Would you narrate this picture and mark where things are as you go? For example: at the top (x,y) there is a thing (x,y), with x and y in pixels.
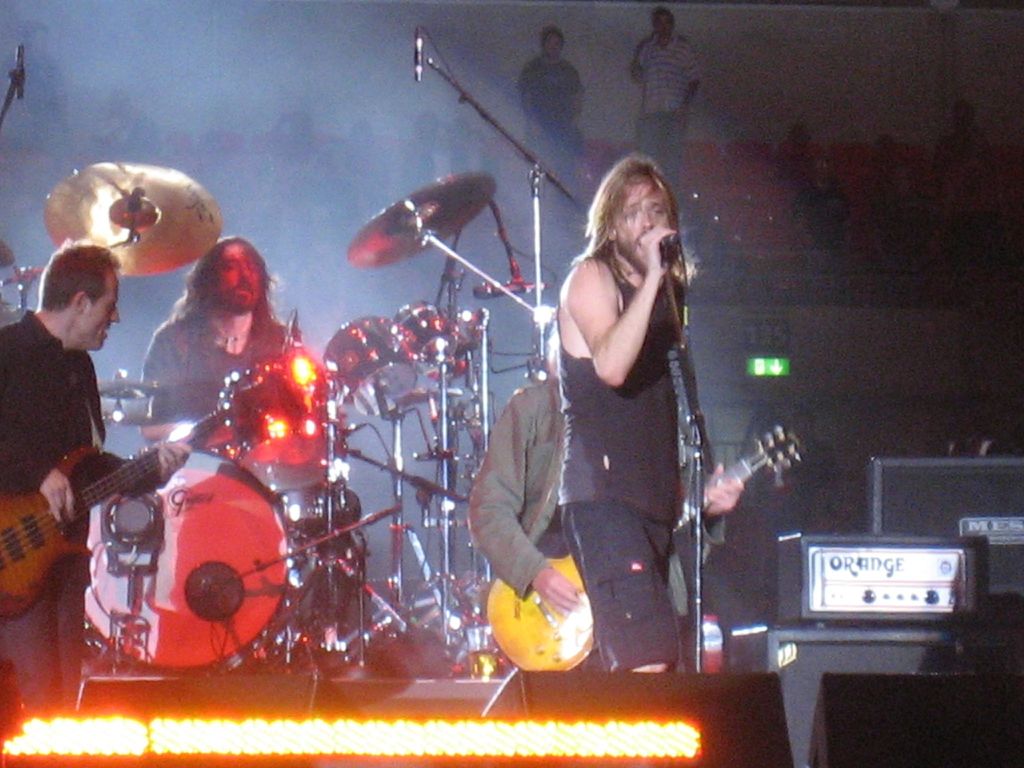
In this image I can see a man (630,344) standing and singing by holding mike (662,246) in his hands (646,248). On the left side of the image (85,391) I can see a man (31,447) wearing black color shirt (32,453), standing and playing the guitar (34,540). Beside this person (93,429) there is another person (255,363) is playing the drums (277,461). In the background (763,174) I can see few people (822,193) are sitting on the chairs (719,190) and there are two persons (639,74) are standing.
